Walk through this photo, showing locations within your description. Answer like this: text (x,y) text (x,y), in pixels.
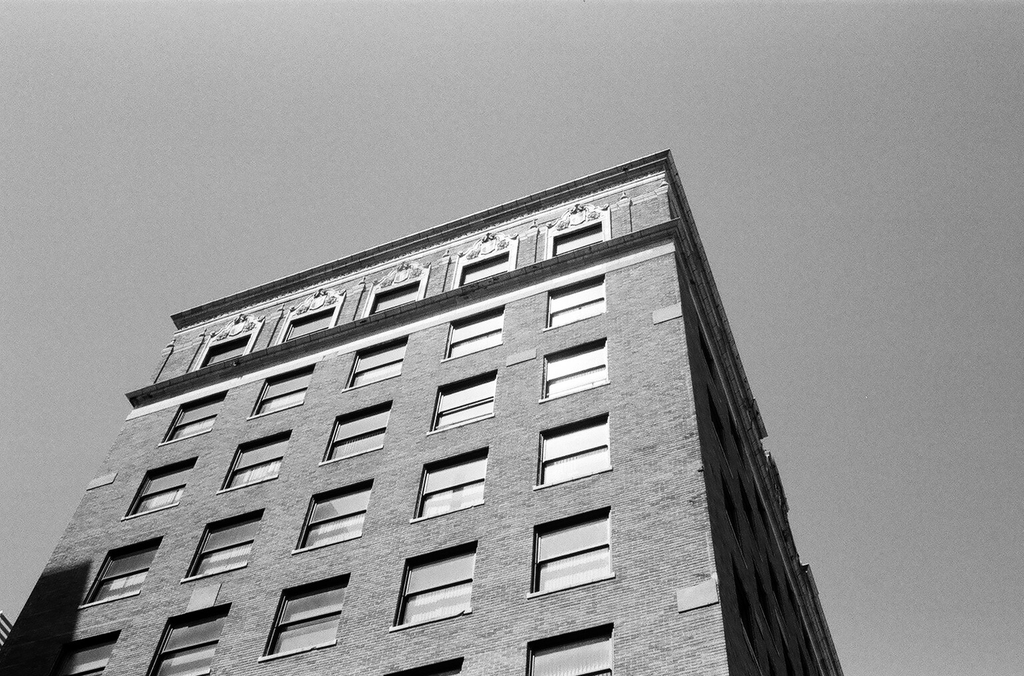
This is a black and white picture. Here we can see a building (663,440). In the background (217,77) there is sky (931,563).
